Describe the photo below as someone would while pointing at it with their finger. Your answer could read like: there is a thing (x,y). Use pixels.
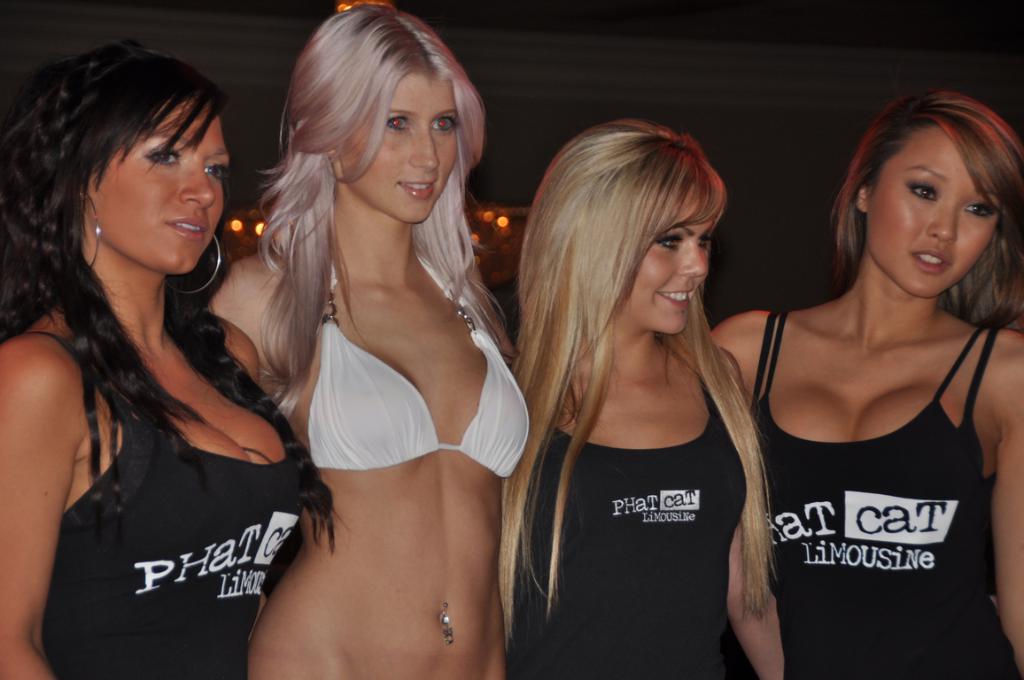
In this picture I can observe four women (485,483). Three of them are wearing black color dresses (632,567). Two of them are smiling. The background (662,105) is dark.
